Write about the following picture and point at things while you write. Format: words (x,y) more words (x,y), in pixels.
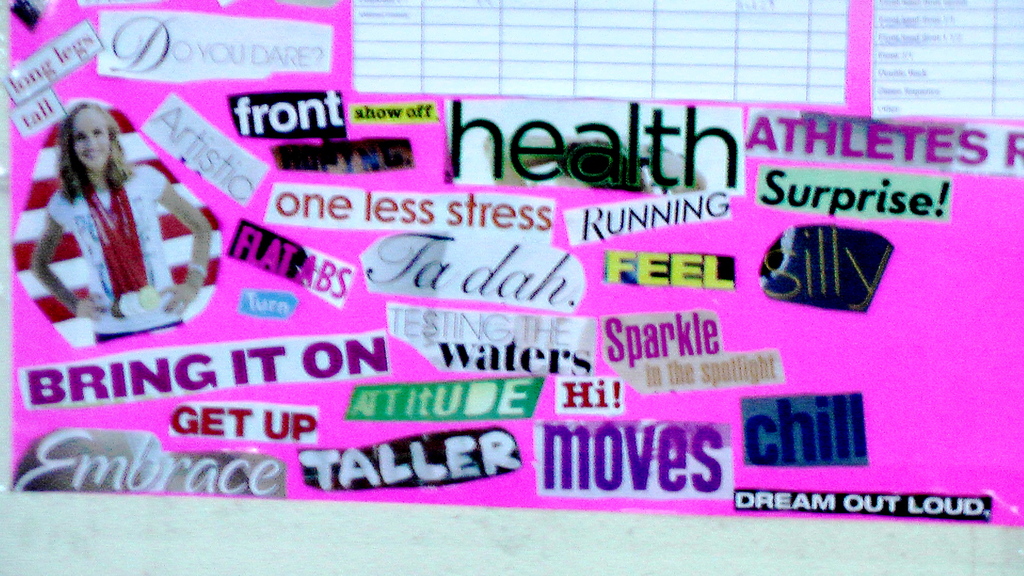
This is a picture of a chart (713,509), on the chart (406,154) there are various stickers (360,192). The chart (983,492) is in pink color.
